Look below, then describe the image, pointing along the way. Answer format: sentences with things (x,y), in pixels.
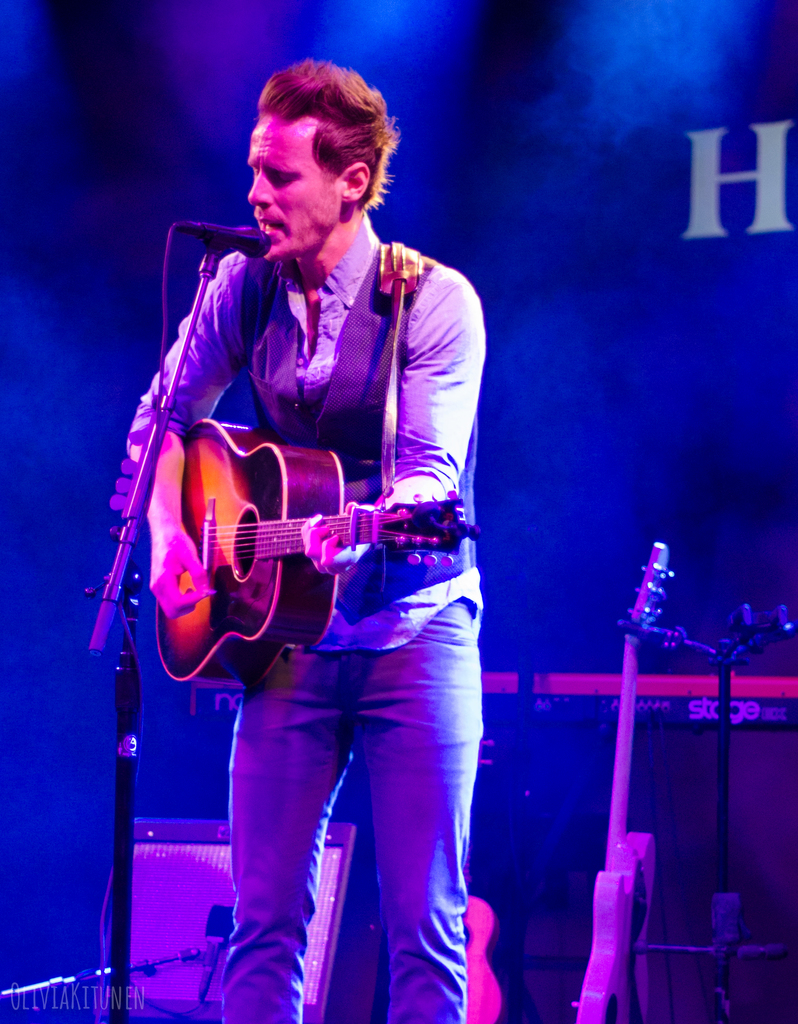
This picture shows a man (355,557) playing a guitar (237,532) and singing, in front of a mic (261,242) and a stand (124,973). In the background (580,602) there are some guitars (472,836) and a smoke (609,84) here.
